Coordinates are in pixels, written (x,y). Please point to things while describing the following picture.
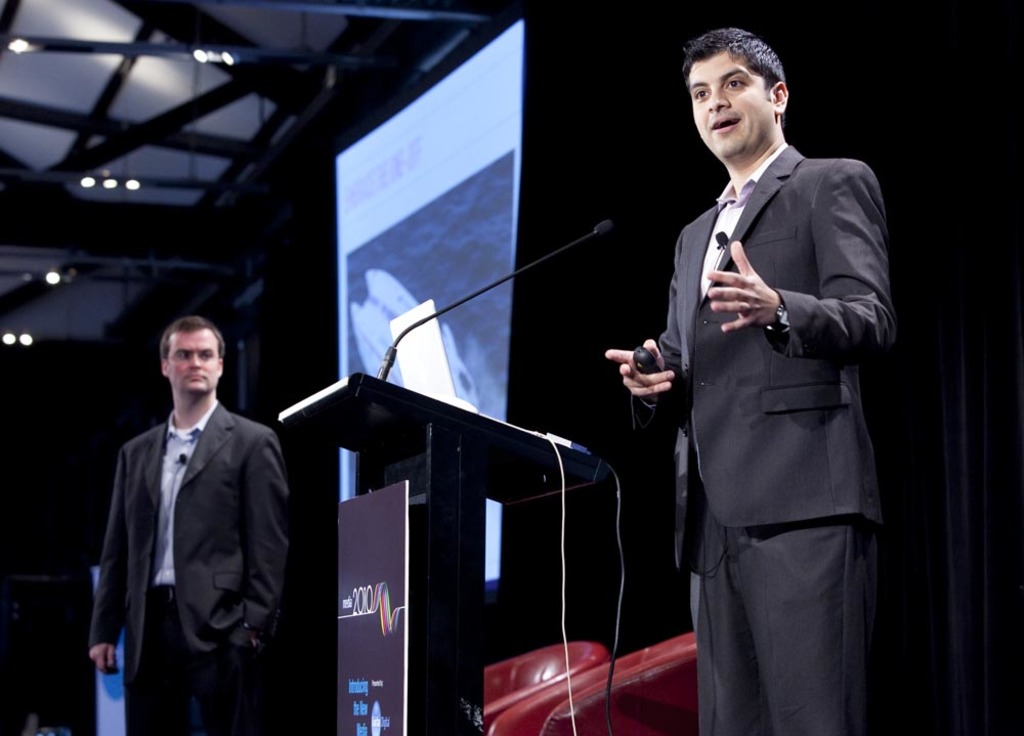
This image is taken indoors. In this image the background (393,243) is dark and there is a projector screen (413,245). At the top of the image (225,73) there is a roof (110,168) with a few lights (87,182) and iron bars (108,92). On the left side of the image (159,474) a man (138,568) is standing on the dais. In the middle of the image (455,447) there is a podium (393,466) with a mic (395,356) and there is a board (382,610) with a text (369,594) on it. There is a laptop (451,401) on the podium (505,440). There are a few empty chairs (595,696) and a man (750,302) is standing and he is holding a remote (645,352) in his hands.
